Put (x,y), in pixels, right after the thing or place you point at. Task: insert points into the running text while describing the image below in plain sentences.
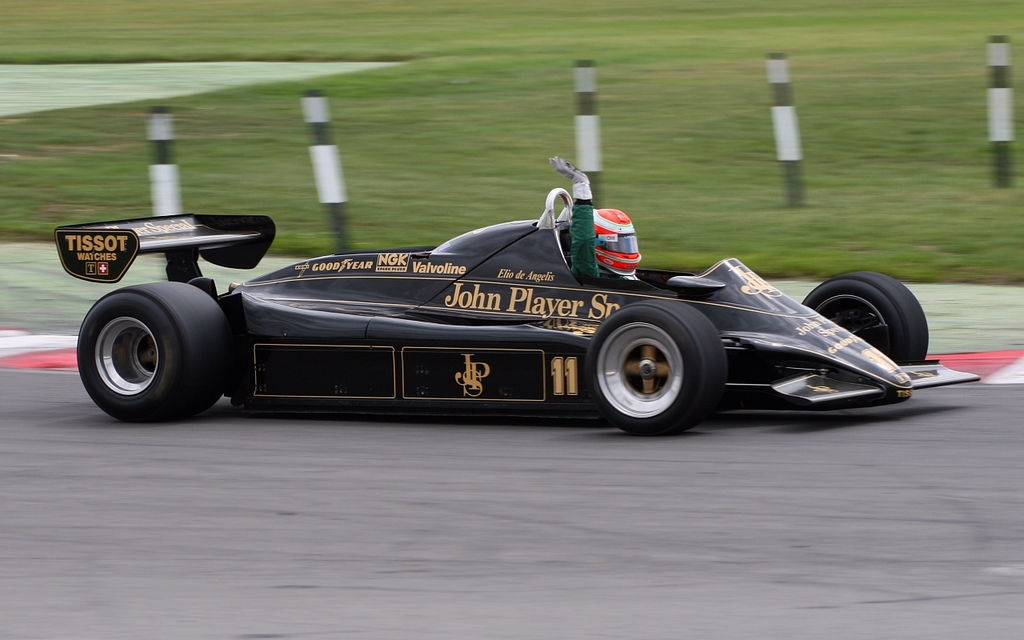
In this image we can see a person (627,266) wearing a helmet (610,266) sitting in a sports car (361,322) placed on the road (625,490). On the backside (653,227) we can see some poles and grass (553,179).
